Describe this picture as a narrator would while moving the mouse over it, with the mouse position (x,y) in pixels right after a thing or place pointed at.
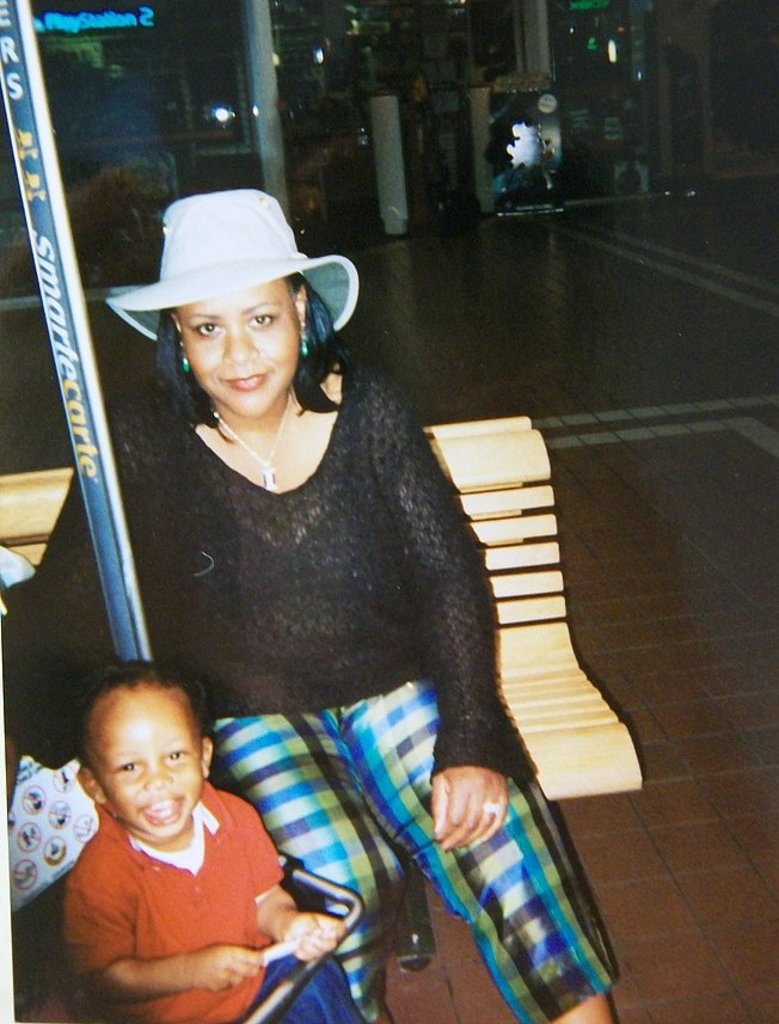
In this picture I can see a woman (469,671) seated on the bench (43,514) and I can see a boy (191,767) and looks like a building (284,159) in the back (162,24) and woman (228,364) wore a cap (187,288) on her head (273,297) and I can see a bag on the bench (22,522) on the left side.
